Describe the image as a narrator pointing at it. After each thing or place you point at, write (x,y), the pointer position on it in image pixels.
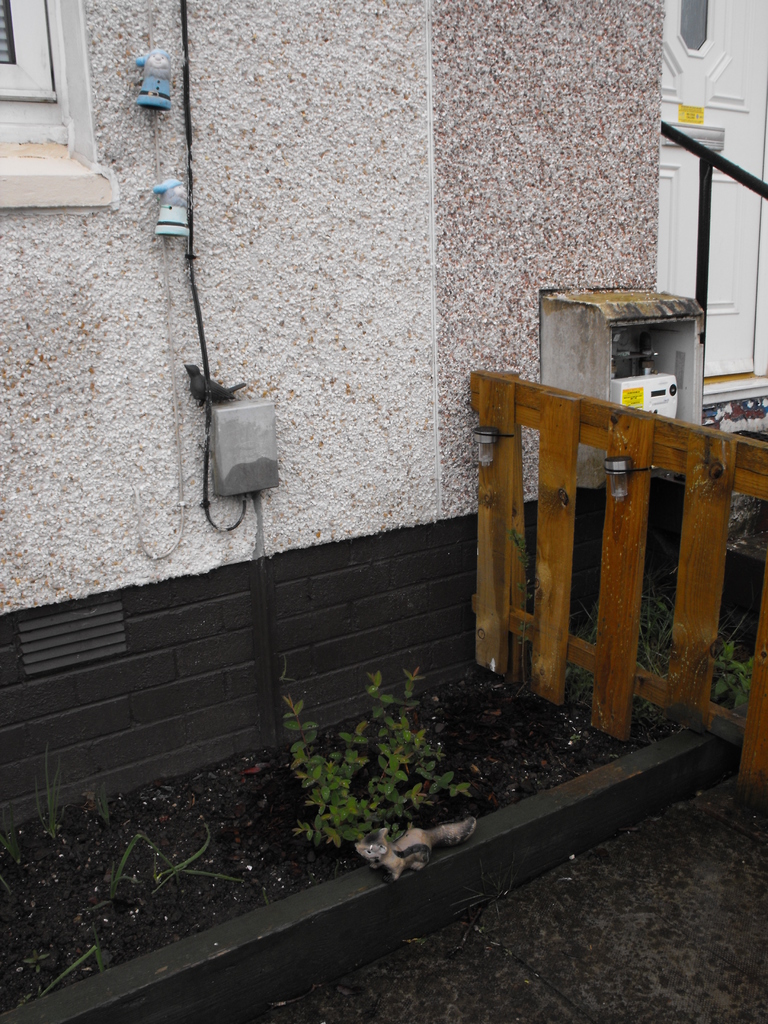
In this image, we can see a plant (426,768) in front of the wall (191,291). There is a wooden fence (703,564) on the right side of the image (625,704). There is a box (613,312) on the wall (587,243).
